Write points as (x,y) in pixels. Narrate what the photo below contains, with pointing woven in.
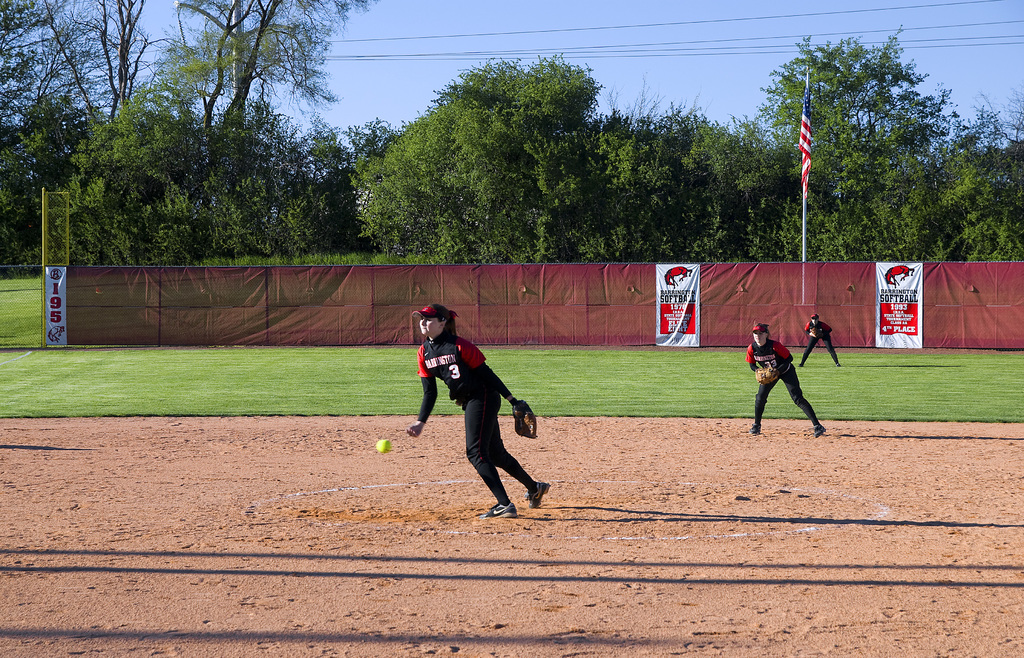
In the background (464,54) we can see the sky (960,91), trees (730,142) and transmission wires (943,46). In this picture we can see cloth (936,333), banners (879,331), flag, ground (442,529), grass (334,352) and pole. We can see people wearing caps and they are playing softball game. We can see a ball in the air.
